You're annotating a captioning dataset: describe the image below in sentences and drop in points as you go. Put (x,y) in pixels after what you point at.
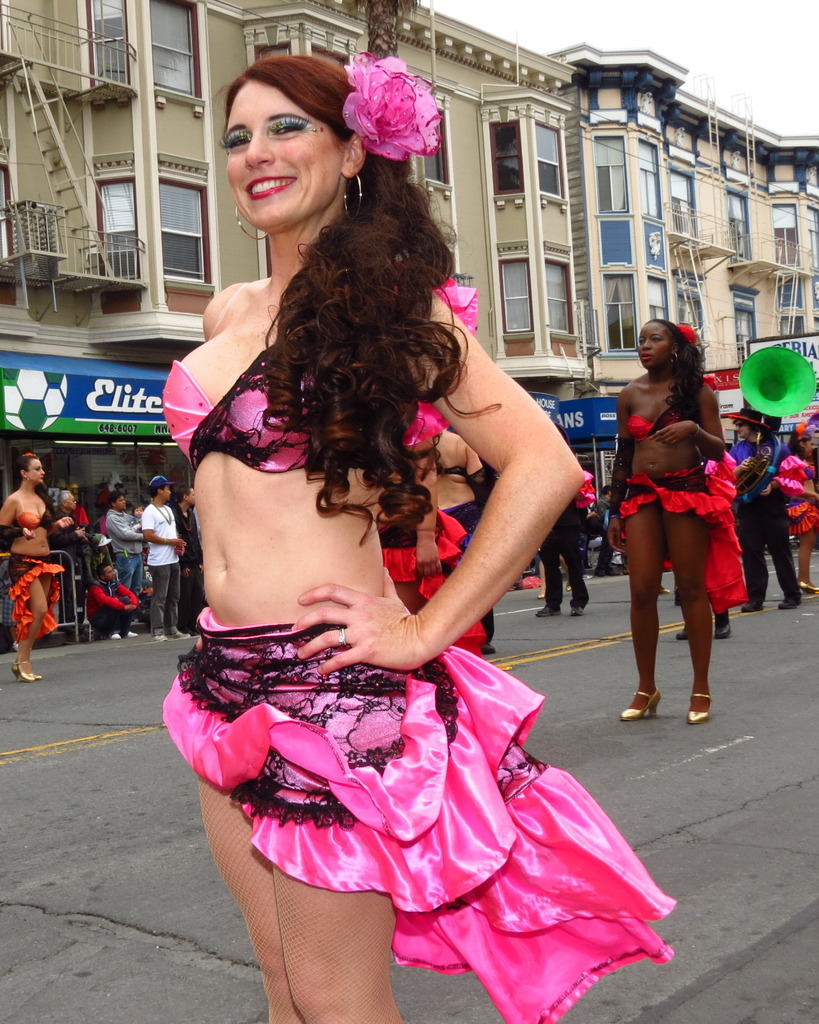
In this picture I can see there is a woman (209,661) standing here and she is smiling and she is wearing a pink color top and a skirt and in the backdrop (53,562) there are few women (721,449) standing and they are wearing red color top (803,480) and skirt (694,503) and there are men (772,515) standing and there are buildings (489,252) and the sky (614,30) is clear.
